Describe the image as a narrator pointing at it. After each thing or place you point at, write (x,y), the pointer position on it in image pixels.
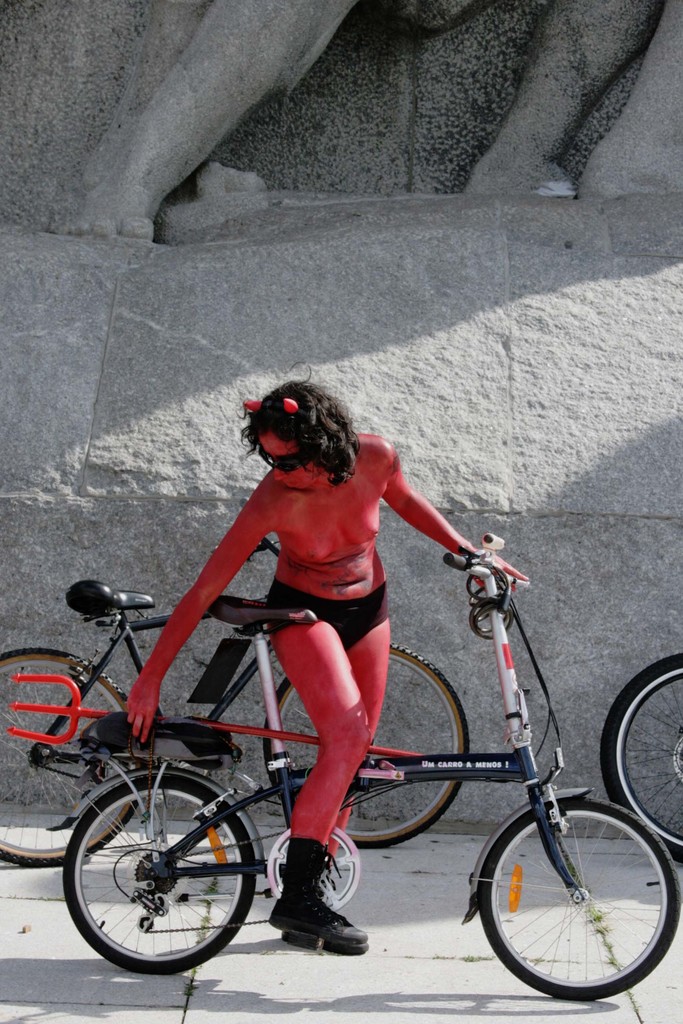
The picture consists of one person (311,891) standing with a bicycle (366,784) and behind the person (331,701) there is another bicycle (287,681) and the person (310,690) is painted in a red colour and wearing horns (245,406) and glasses (292,467) and behind the person (358,459) there is one statue (262,69) on the wall (582,573).
